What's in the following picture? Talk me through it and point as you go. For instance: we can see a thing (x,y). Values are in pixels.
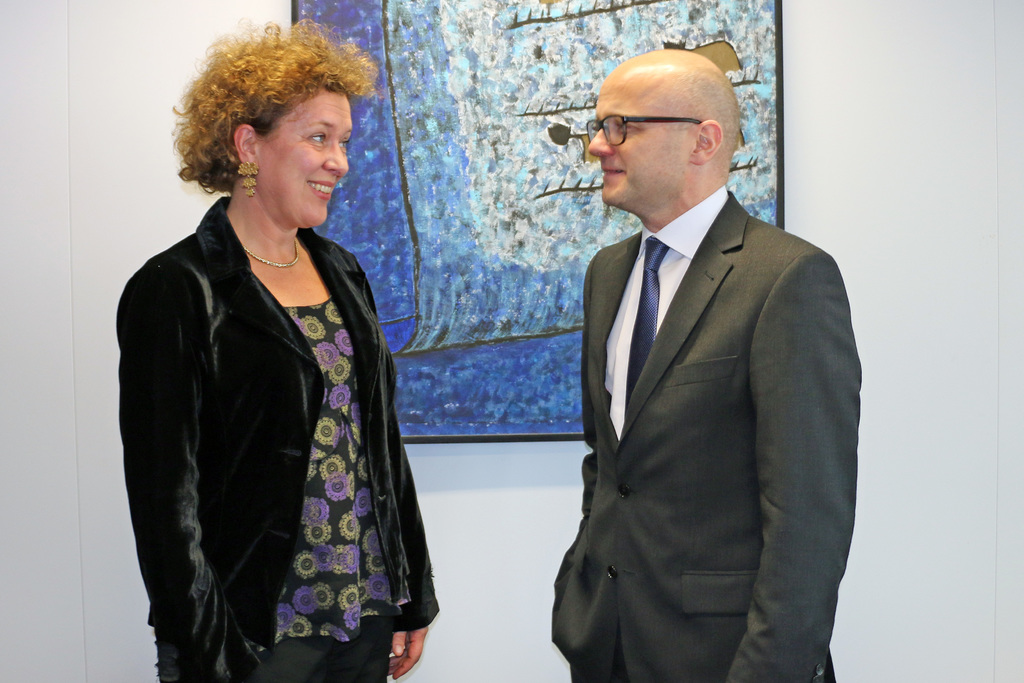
In this image I can see two person (749,425) standing, the person (831,463) at right (740,421) is wearing black blazer (701,337), white shirt (681,237) and blue color tie (647,317) and the person (310,346) at left (273,348) is wearing black and purple color dress (324,407). Background (839,52) I can see a frame (616,10) attached to the wall (877,121) and the wall (906,260) is in white color.
